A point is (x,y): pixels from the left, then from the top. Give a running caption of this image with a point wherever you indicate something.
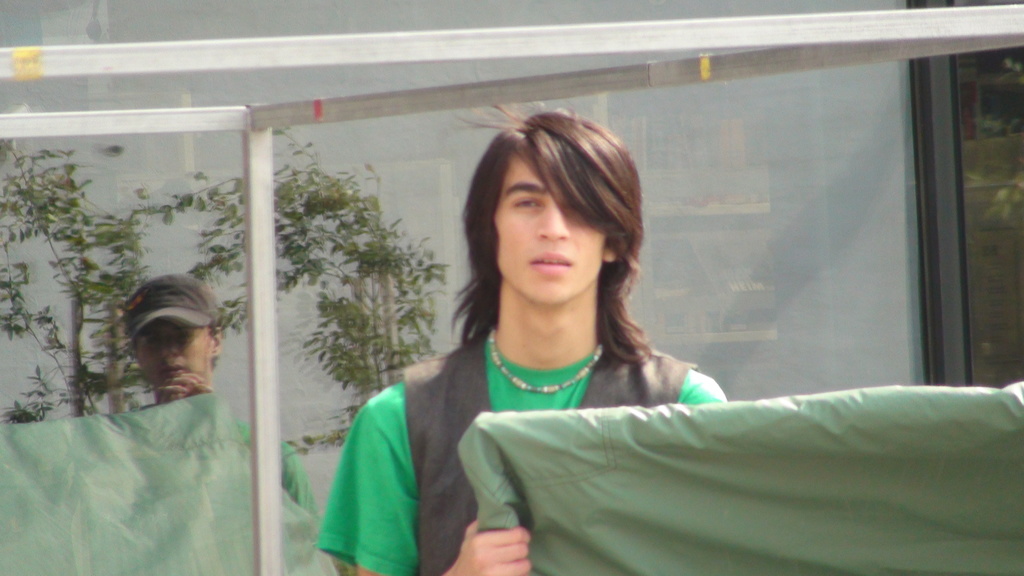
In this picture we can observe a man (439,396) standing wearing green color T shirt (404,437). On the left side (169,374) there is another person (182,323) wearing cap (145,308) on their head (184,308). We can observe plants (84,262). In the background (325,250) there is a wall (731,195) which is in white color.
